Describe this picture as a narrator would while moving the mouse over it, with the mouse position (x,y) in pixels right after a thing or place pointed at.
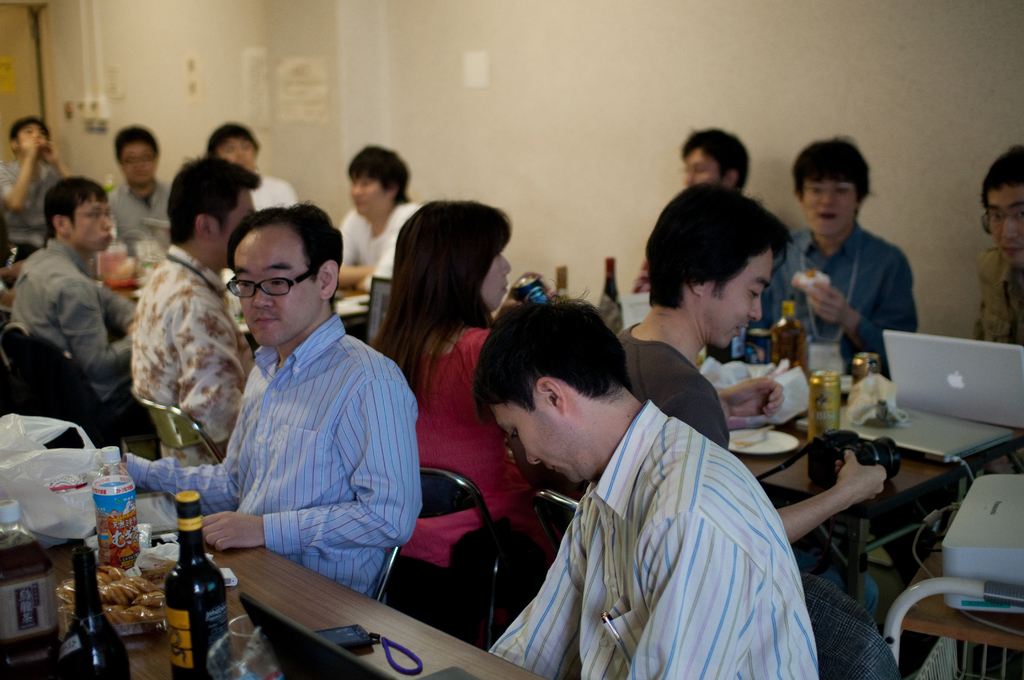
In this image we can see many people (545,398) sitting on the chairs (429,473) near the tables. There are many objects (928,393) placed on the tables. There are few poster (303,88) on the wall (352,72).
